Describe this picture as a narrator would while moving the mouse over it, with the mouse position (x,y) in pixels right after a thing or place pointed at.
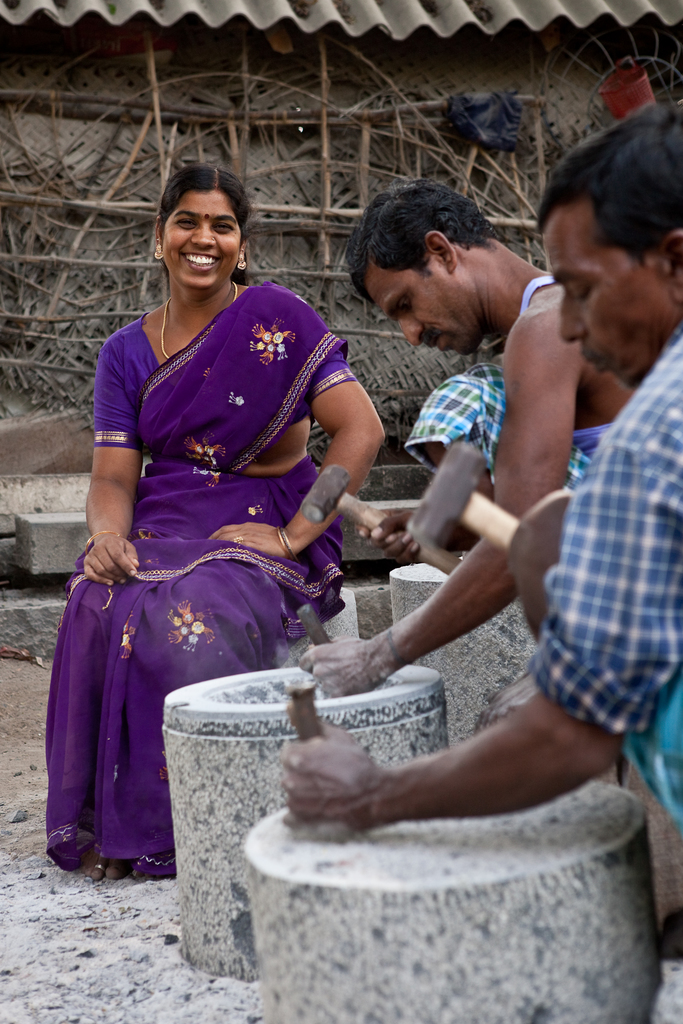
In this picture we can observe three members (473,409). One of them is a woman (180,523) sitting on the stone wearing violet color saree (162,560). She is smiling. Two of them are men (538,467) working on the stones (374,720) in front of them holding hammers (498,516) in their hands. In the background (298,108) we can observe a wall (186,124) and the cement roof (147,2).
